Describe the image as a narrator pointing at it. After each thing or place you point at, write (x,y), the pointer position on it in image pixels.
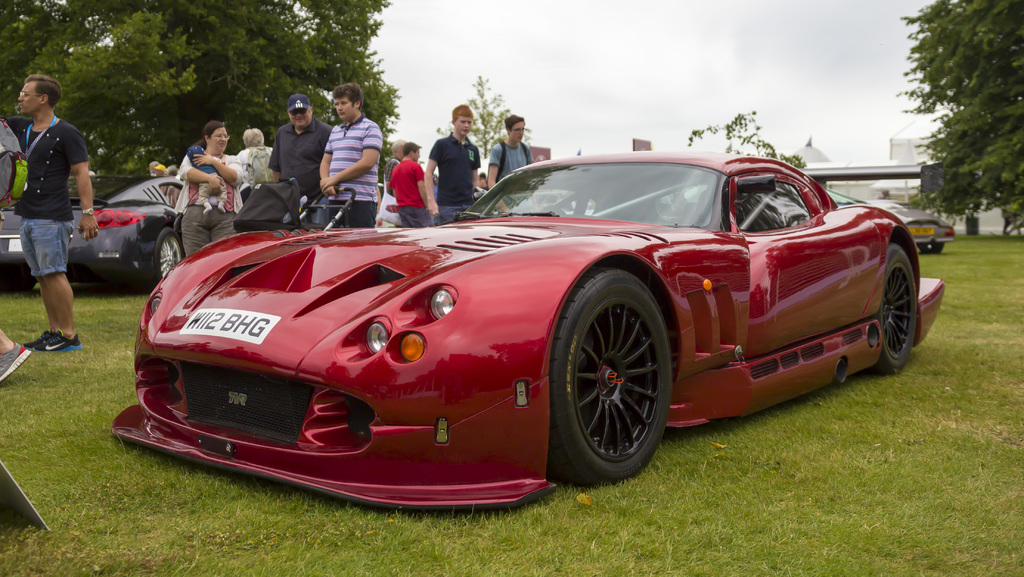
This picture is clicked outside and we can see the group of cars (314,247) parked on the green grass (1002,243) and we can see the group of persons (305,165) and a stroller (283,201). In the background (662,53) we can see the sky (724,40), trees (969,60) and some other objects (854,192).
